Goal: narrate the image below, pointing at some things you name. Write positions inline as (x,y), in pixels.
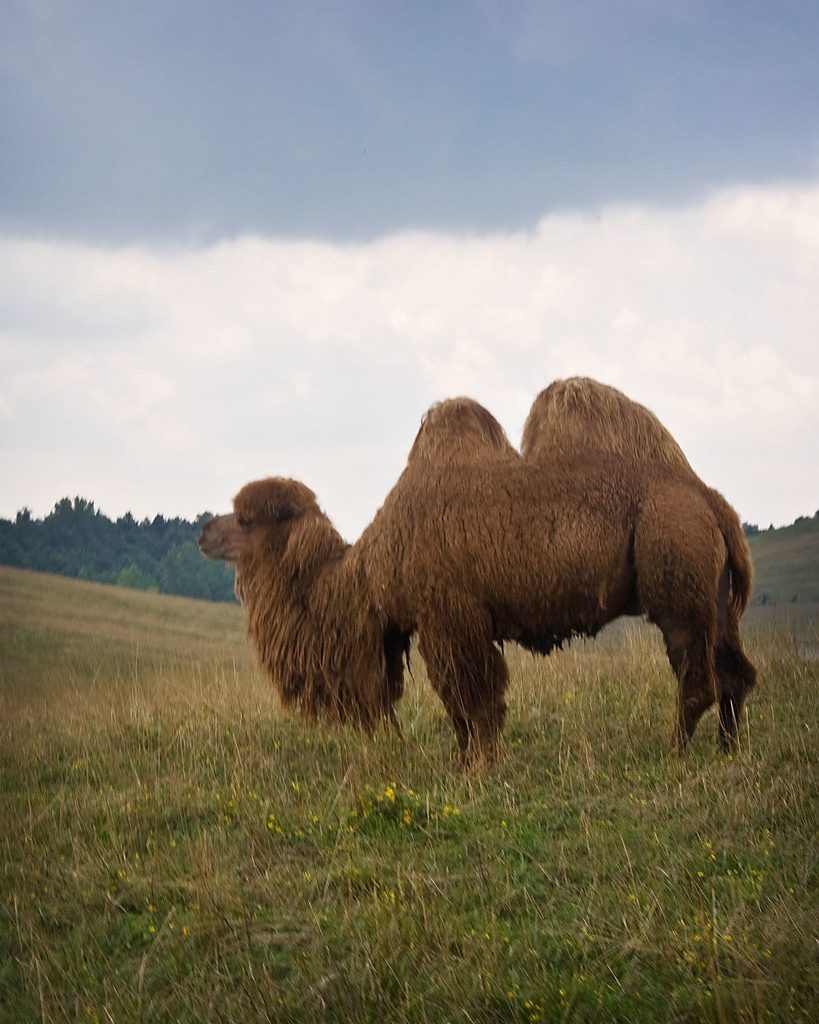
In this image there is an animal (430,586) standing on the surface of the grass (224,707), behind the animal (617,585) there are trees (70,569).
